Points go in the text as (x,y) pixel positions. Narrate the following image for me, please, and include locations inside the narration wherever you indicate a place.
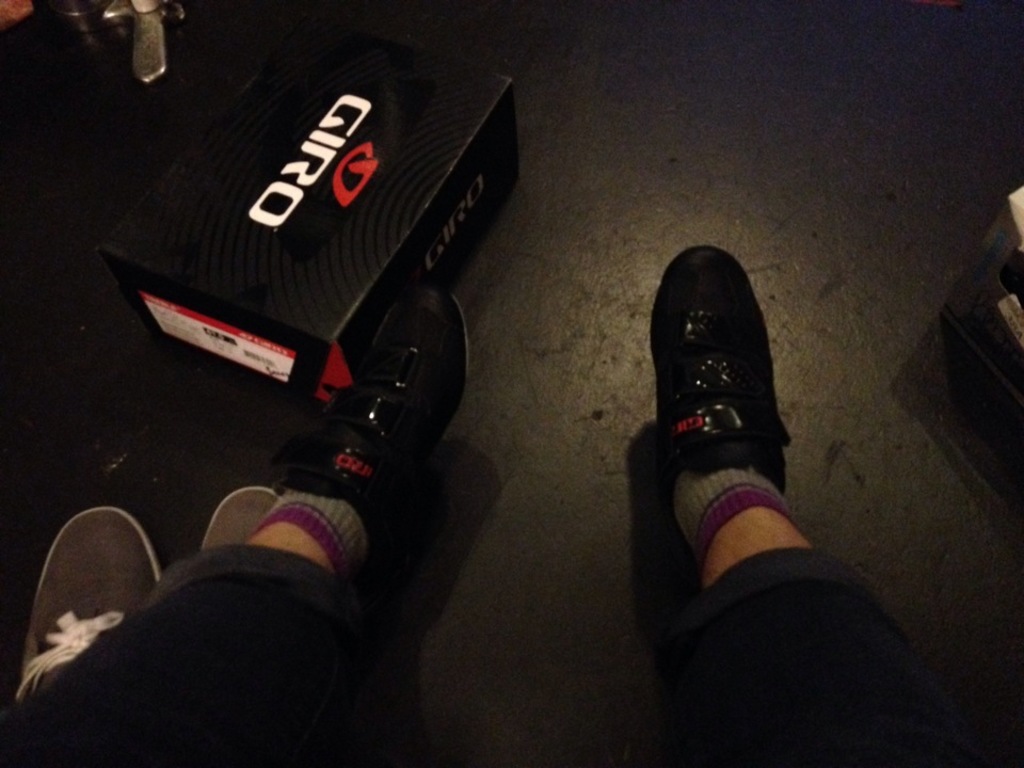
In this image we can see person's legs (695,601) and a cardboard carton (427,221) on the floor (530,250).
